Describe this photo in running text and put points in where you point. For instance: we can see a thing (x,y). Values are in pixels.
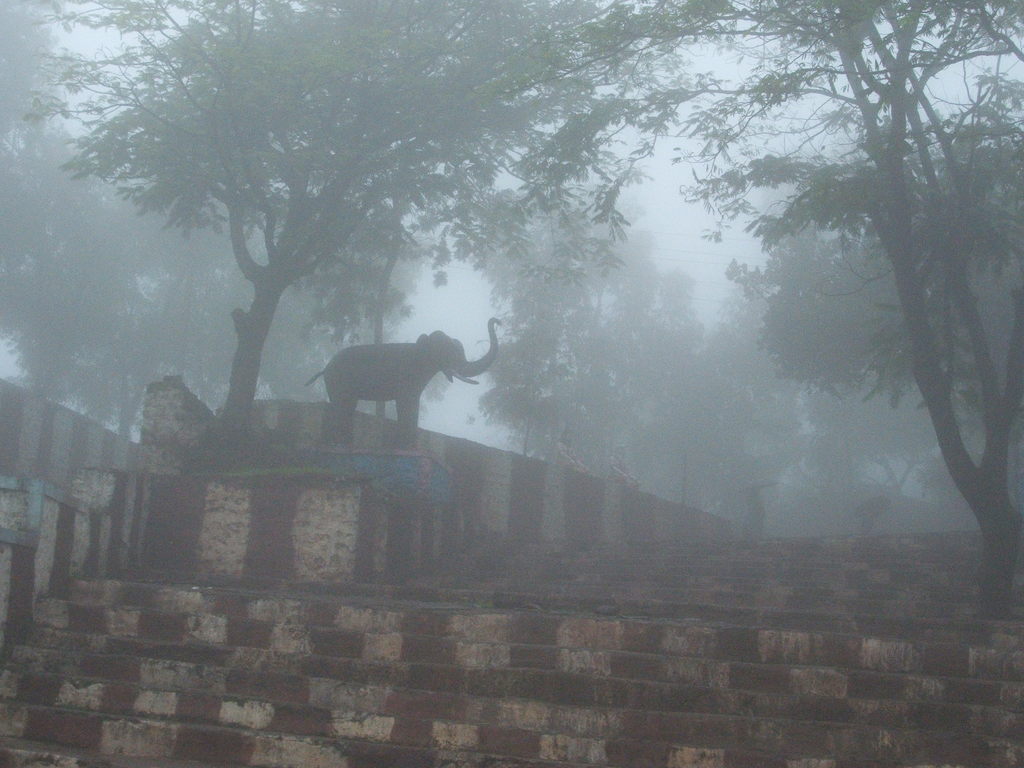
In this image there are steps (501,660). There is an elephant statue (400,381) standing beside the steps (345,678). Behind it there are trees (255,204). Behind the trees (777,374) there is the sky (446,288).
